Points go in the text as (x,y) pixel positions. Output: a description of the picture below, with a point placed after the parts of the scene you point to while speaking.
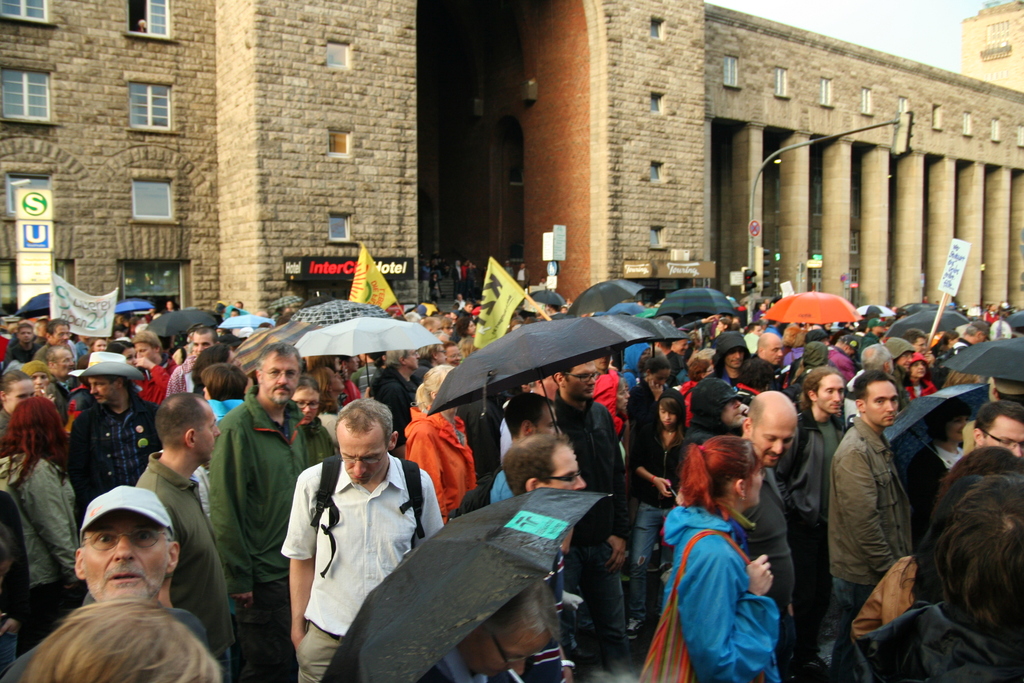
In this picture I can see group of people (190,635) standing and holding umbrellas (545,366), placards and flags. I can see a building (414,270), boards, pillars (938,262), and in the background (889,29) there is the sky (876,7).
